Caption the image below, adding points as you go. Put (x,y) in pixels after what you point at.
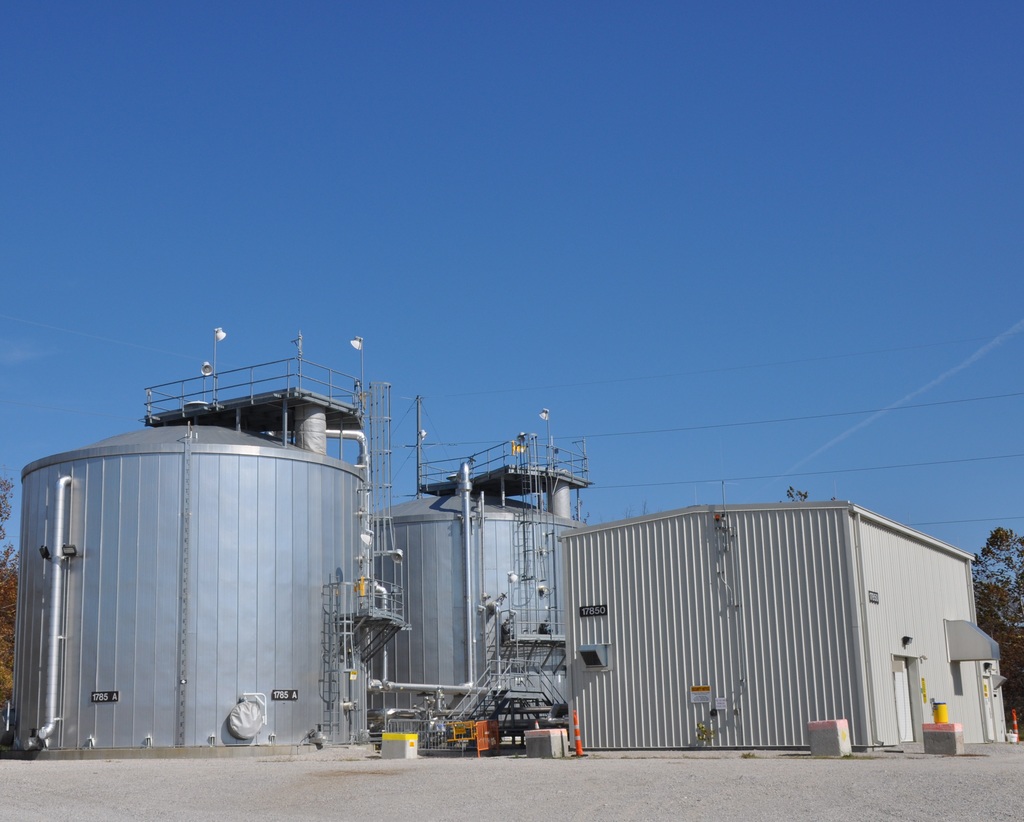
In this image there are containers (494,634), shed (702,629), railing (466,738), trees (1018,671) and objects (1001,675). In the background of the image (538,269) there is the blue sky (555,175).
